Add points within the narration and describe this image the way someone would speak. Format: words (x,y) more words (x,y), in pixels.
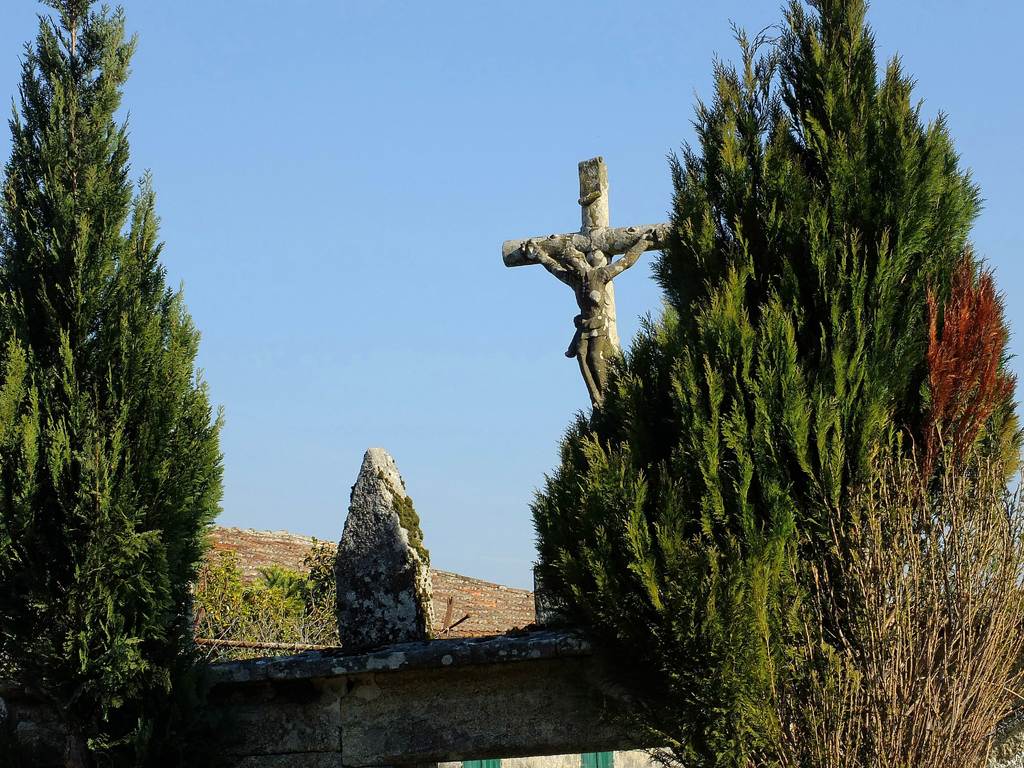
In this image we can see trees (663,531) and statue (578,292). The sky (395,219) is in blue color.
